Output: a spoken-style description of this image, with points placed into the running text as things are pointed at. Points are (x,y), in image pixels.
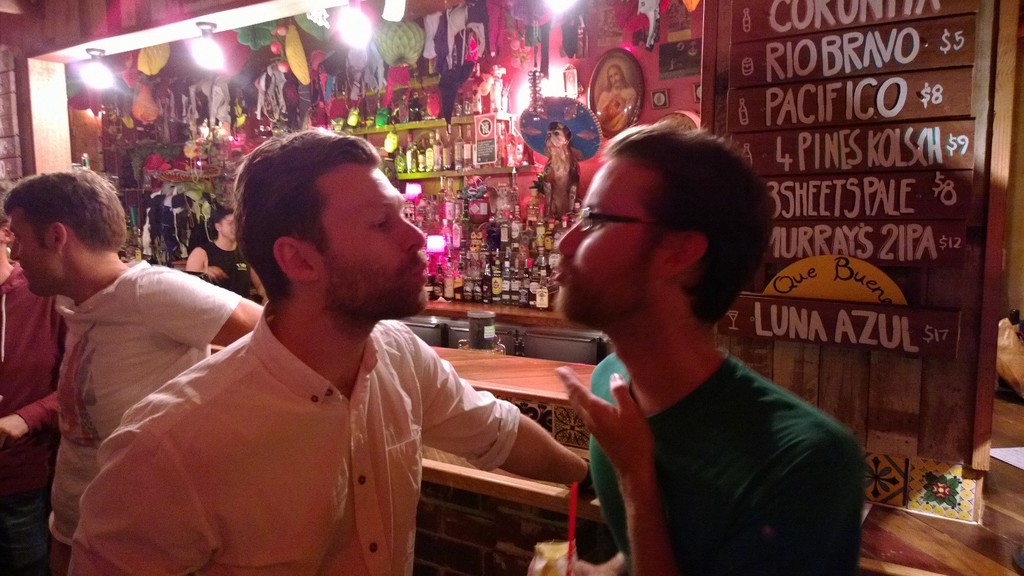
This picture shows few people (30,415) standing and two are speaking to each other and we see some bottles (455,204) on the back (522,288).
